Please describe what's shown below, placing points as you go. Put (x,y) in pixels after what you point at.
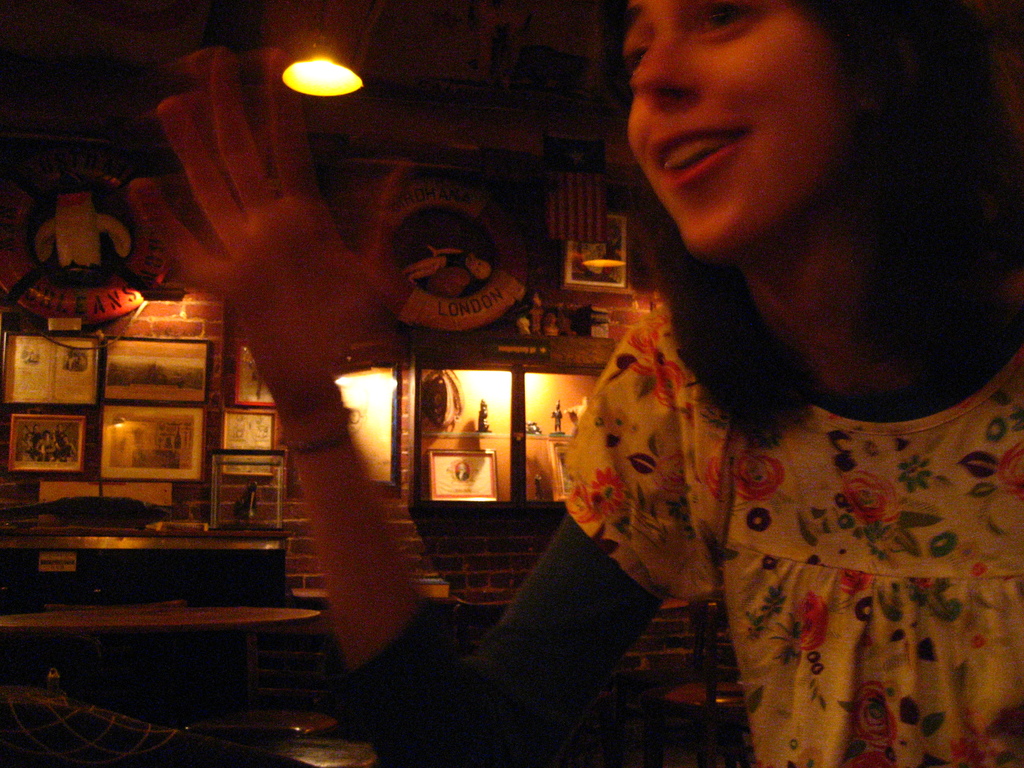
In this image I can see a person (297,320) wearing white color shirt (874,678), background (207,317) I can see few frames (157,409) attached to the wall (388,206) and I can see a light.
